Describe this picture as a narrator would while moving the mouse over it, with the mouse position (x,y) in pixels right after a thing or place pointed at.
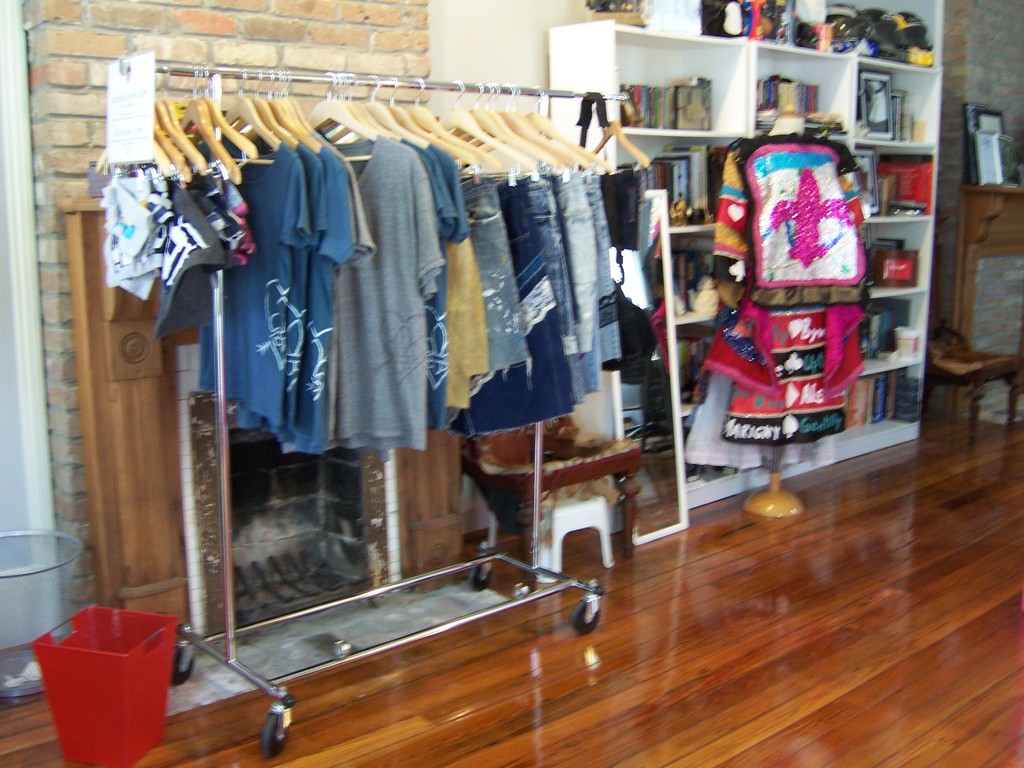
In this image I can see hangers (512,89), on hangers (180,146) I can see clothes (213,202) and hangers (342,78) attached to the stand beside the hanger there is a red color bucket (75,619) and white color bucket (57,567) visible on the left side (44,565), in the middle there is the wall (98,52) in front of wall (477,23) there is a rack (794,78), in the rack (607,71) there are some books (671,110), in front of rack (823,90) there is a stand (769,507), on the stand (751,254) I can see clothes (859,239), on the right side (1020,198) there is a table (1022,236), on the table (966,193) there is a photo frame (992,127) and the wall (991,76) visible.
